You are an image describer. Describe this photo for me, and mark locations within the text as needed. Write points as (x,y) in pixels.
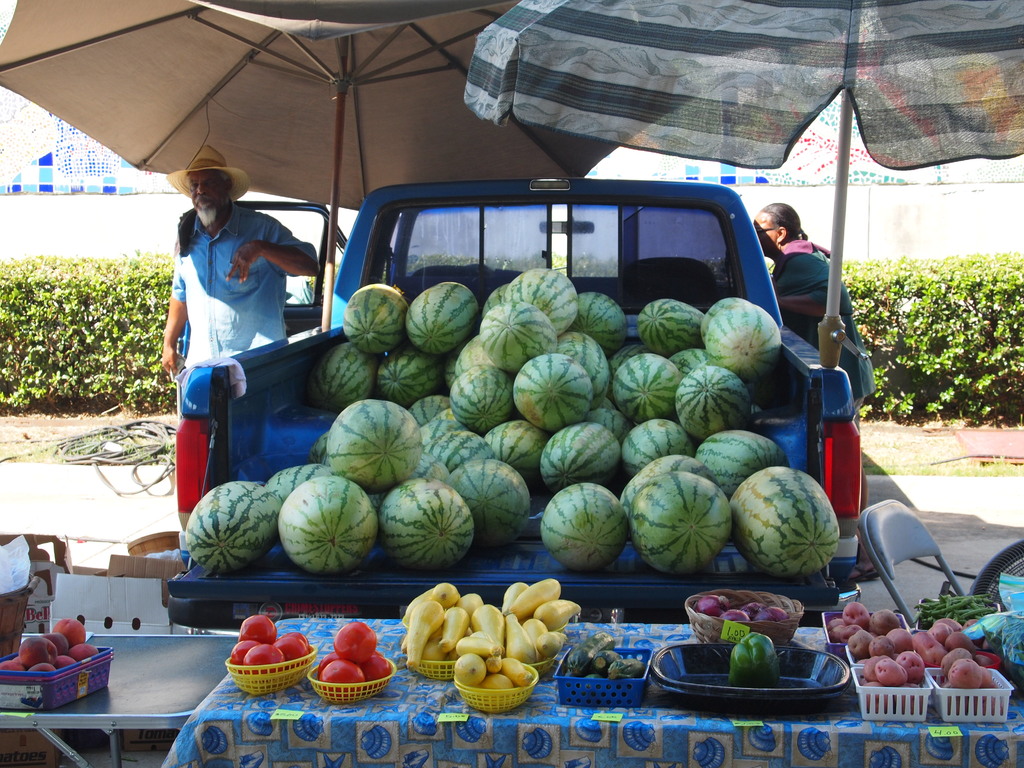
In this image we can see watermelons (553,449) in a truck (540,482) of the vehicle (277,209) and there are two people (264,264) standing at the vehicle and we can see umbrellas (561,71), plants (982,394) and a pipe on the ground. At the bottom (269,634) we can see fruits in the baskets (979,709) on the table (1021,692). In the background (111,150) we can see the wall (90,157).
